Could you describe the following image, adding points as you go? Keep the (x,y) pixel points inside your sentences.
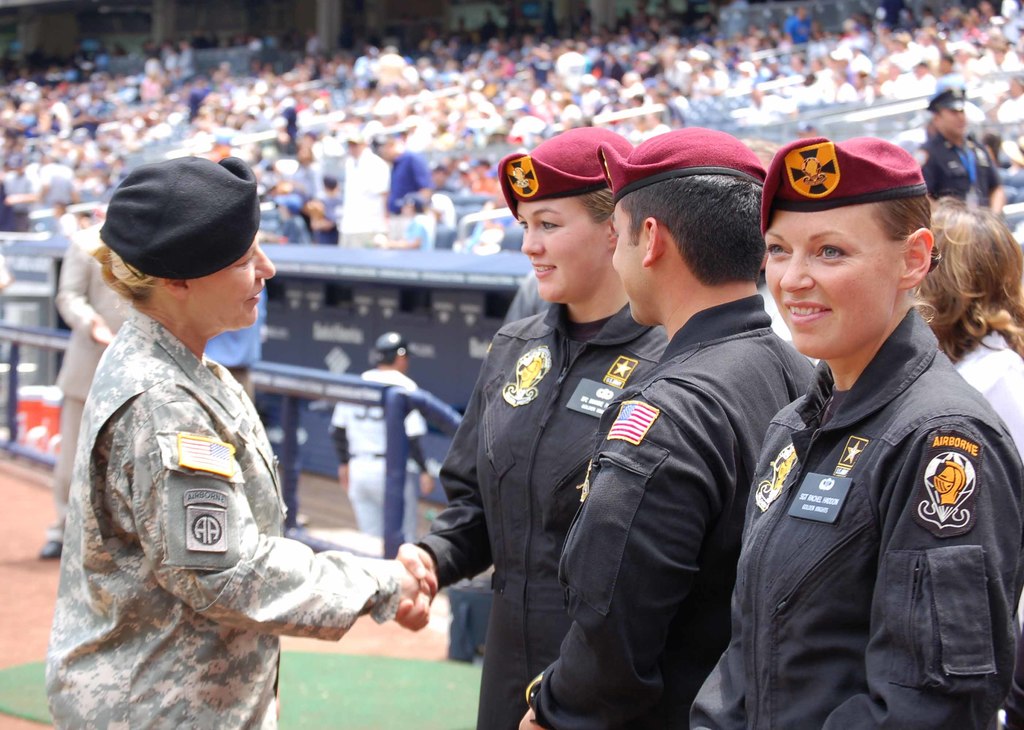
In this image we can see a few people (777,540) standing and two among them are shaking hands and looking at each other in the middle of the picture (673,402) and in the background (593,38), we can see some people (16,168) in the stadium (127,138).
